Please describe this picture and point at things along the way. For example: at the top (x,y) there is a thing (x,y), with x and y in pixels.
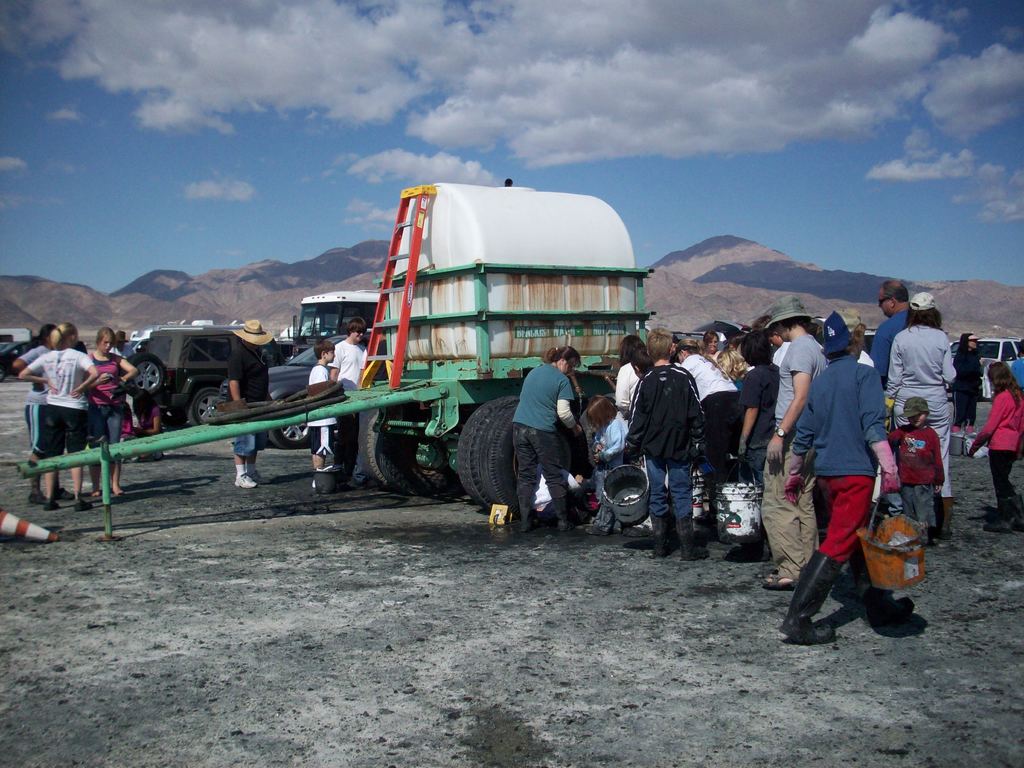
In this image I can see a cart (414,348) and some other vehicles (167,342) in the center of the image (515,319) and few people (233,352) standing and walking, among which few people (726,476) are holding some objects (618,503) in their hands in the center of the image (619,490) and I can see mountains (779,282). At the bottom of the image (483,656) I can see black soil (416,615). At the top of the image (440,147) I can see the sky (468,90).
